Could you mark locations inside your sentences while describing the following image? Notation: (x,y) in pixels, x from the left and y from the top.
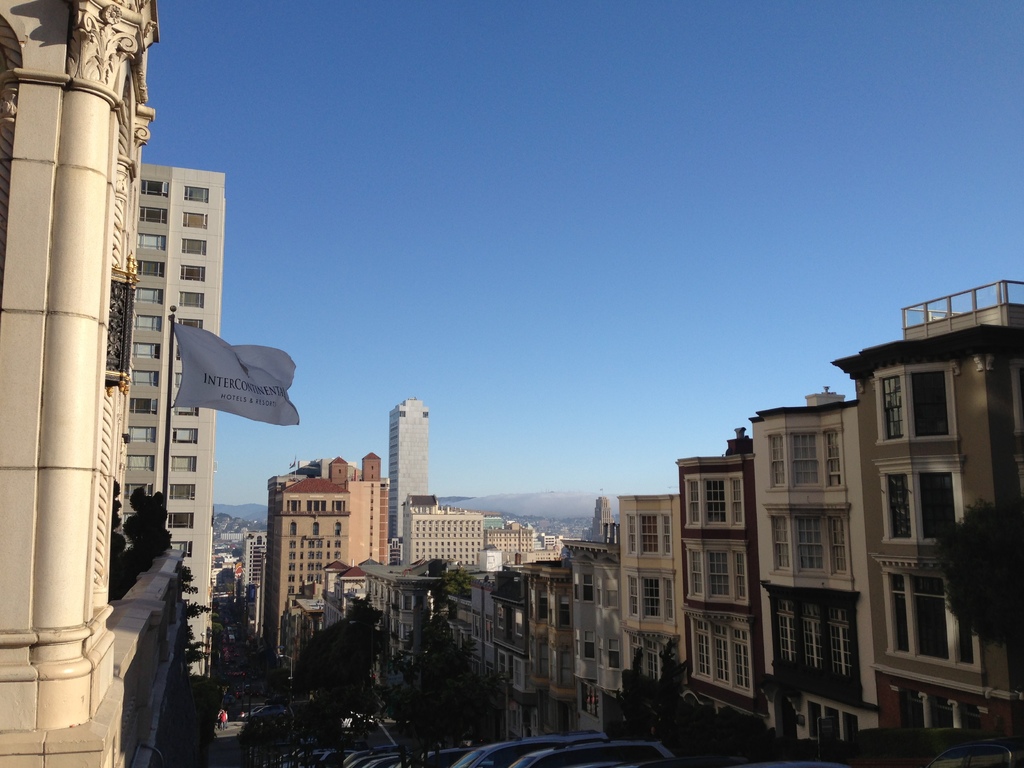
In the center of the image (355,487) there are buildings (476,522). To the left side of the image (140,598) there is a building (123,97) with a flag (199,375). At the top of the image (492,62) there is sky (356,62).
